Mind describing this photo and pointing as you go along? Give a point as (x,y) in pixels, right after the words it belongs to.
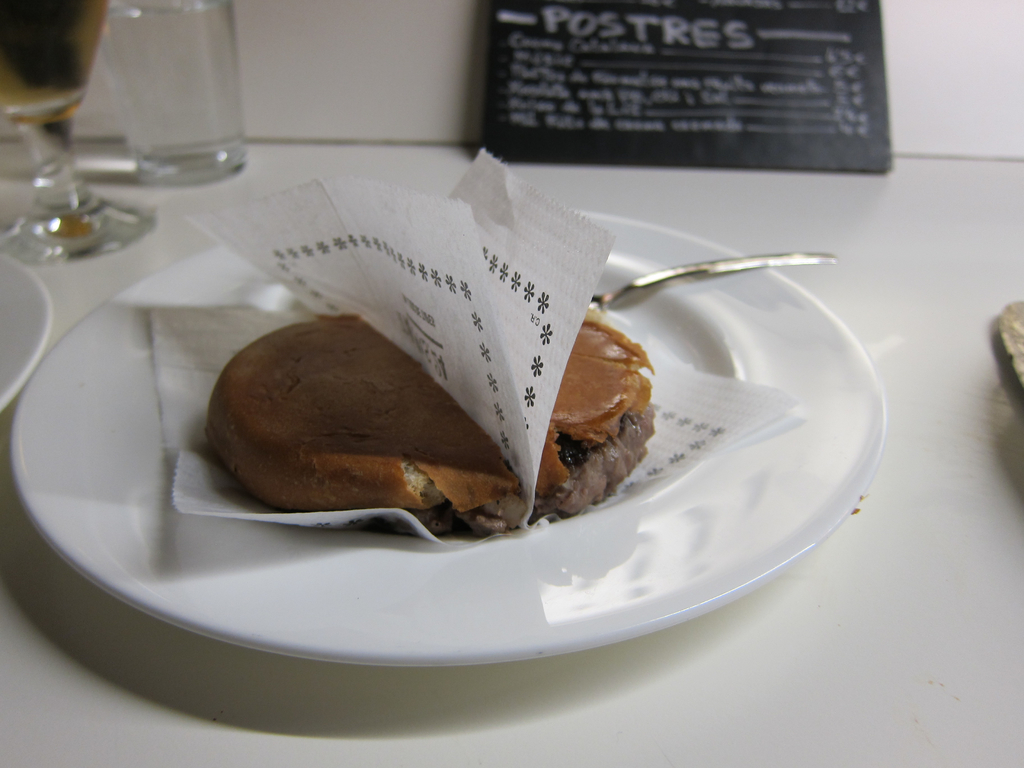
In this image I see the white surface (733,193) on which there are 2 plates (40,353) and on this plate (716,321) I see food (447,438) which is of brown in color and I see a silver color thing (600,299) over here and I can also see the white papers (426,284) and I see 2 glasses (156,111) over here and I see the black board (700,65) on which there are words (684,49) written.
